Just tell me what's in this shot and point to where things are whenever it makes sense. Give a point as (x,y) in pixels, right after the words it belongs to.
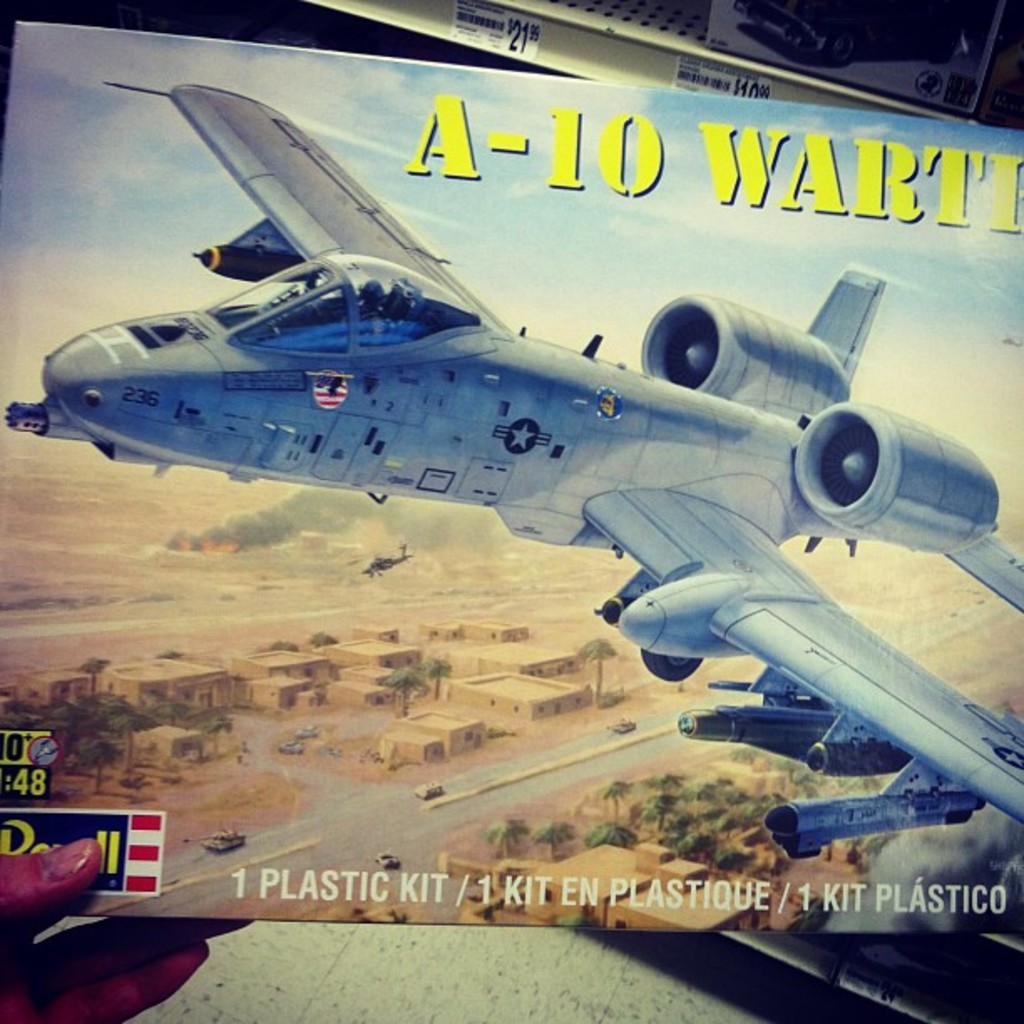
In the foreground of this picture (50,952) we can see the hand (76,978) of a person (70,896) holding a poster (404,156) on which we can see the picture (974,524) of an aircraft (571,434) flying in the sky (473,212) and we can see the picture (386,653) of buildings (436,716), trees (703,805), vehicles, ground (487,810) and some other items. At the bottom of the poster (582,879) there is a text (261,878). In the background (748,34) there are some objects (723,41).
